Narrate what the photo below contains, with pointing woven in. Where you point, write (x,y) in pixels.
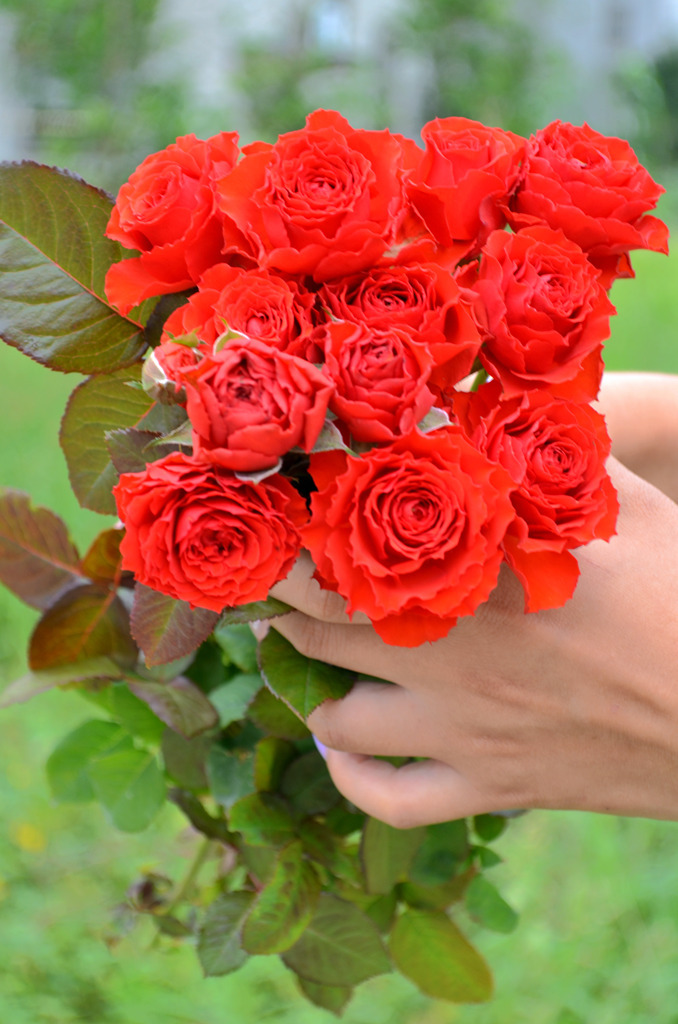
A person (286,633) is holding flowers (337,176) and leaves (145,747). Background (159,88) it is blur.
